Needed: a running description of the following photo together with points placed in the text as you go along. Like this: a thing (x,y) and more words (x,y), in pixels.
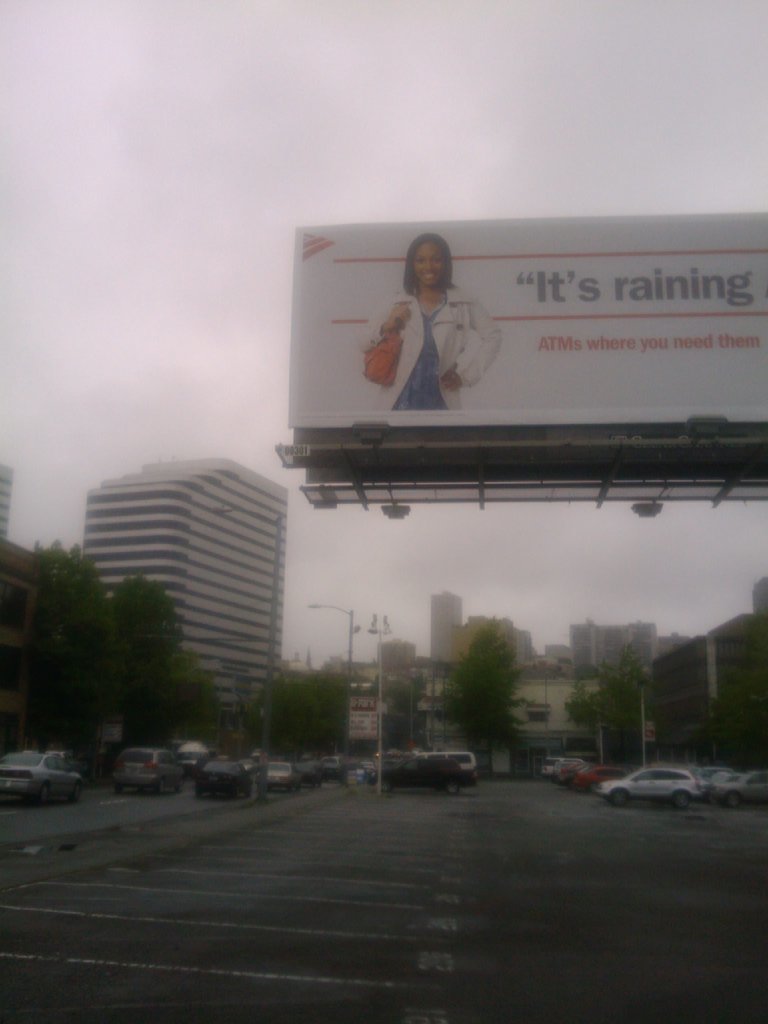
In this picture we can see some vehicles (23,777) on the road (355,794) and on top of the road (422,837) there is a hoarding (422,345). On the left side of the vehicles (235,774) there are trees (151,680), poles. Behind the vehicles (307,773) there are buildings (229,604) and a cloudy sky (301,114).
